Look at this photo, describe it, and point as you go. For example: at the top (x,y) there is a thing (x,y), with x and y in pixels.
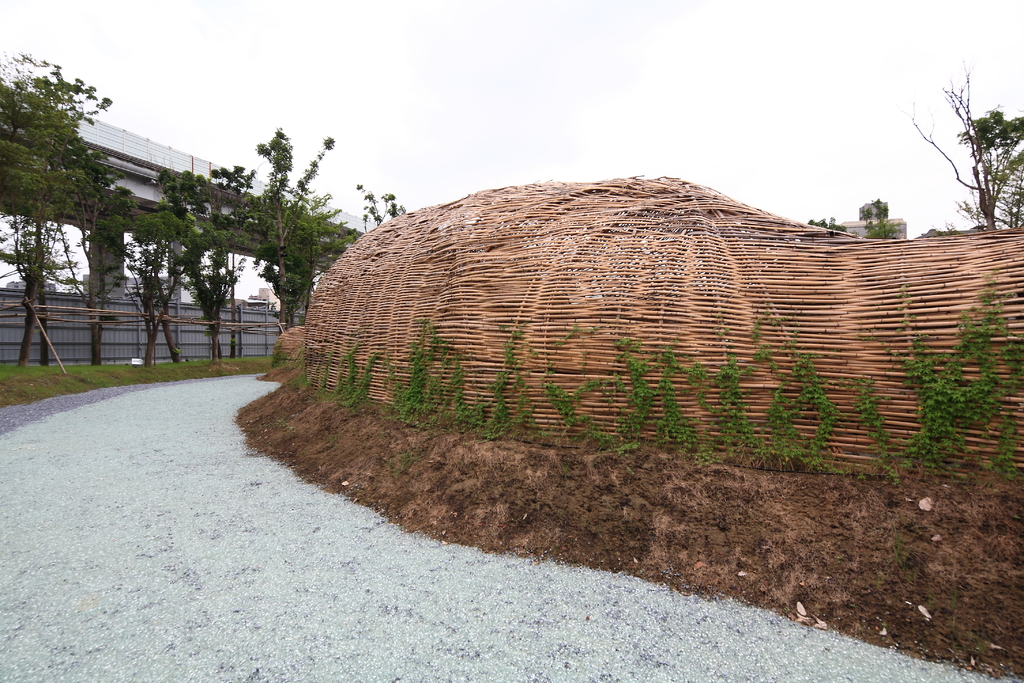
In this picture, it seems like a wooden structure (542,300) in the foreground area of the image (577,343), there are trees (113,221), fence (114,349), it seems like buildings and the sky (743,157) in the background (306,149).
